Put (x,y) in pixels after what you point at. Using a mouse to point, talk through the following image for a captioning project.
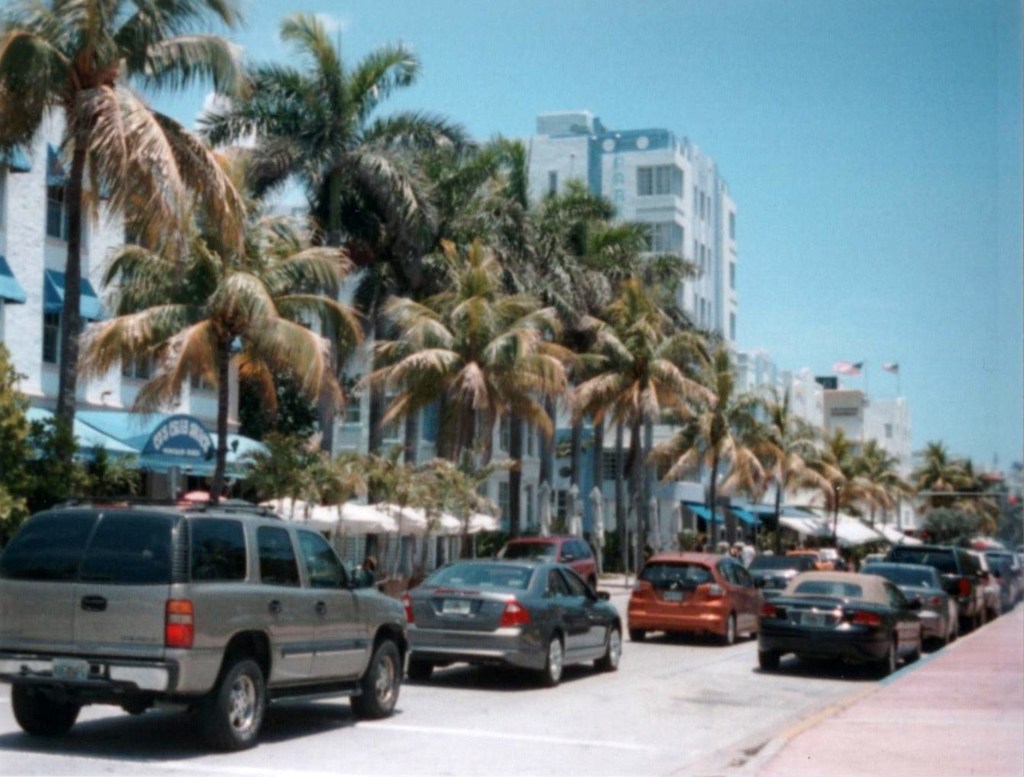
In this image we can see there are vehicles (775,649) on the road (813,678) and there is a sidewalk (945,699). And at the left side (321,268) there are trees (433,490), buildings (552,191), umbrellas (422,528), flags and the sky (831,150).
